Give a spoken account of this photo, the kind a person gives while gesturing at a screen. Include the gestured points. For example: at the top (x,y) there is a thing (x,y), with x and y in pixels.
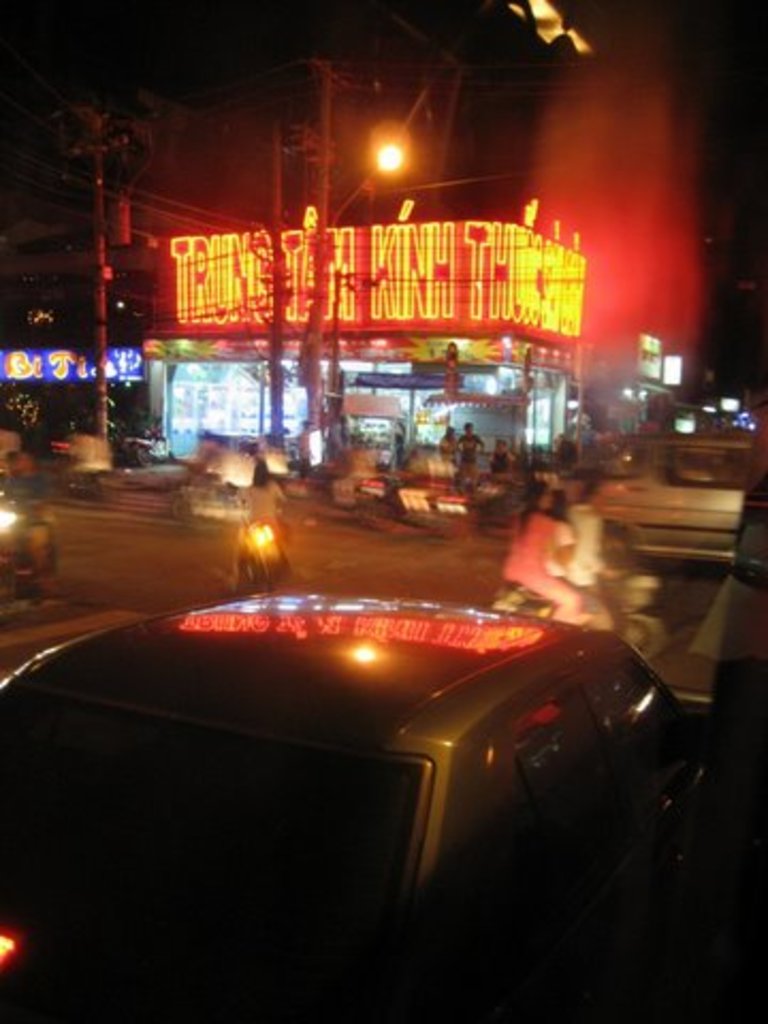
In this picture I can see few vehicles (303,679) moving on the road (218,579) and I can see couple of motorcycles (556,618) and few stores (490,413) with lighting text (264,275) and I can see few people (453,451) are standing and couple of poles (327,85) and hoardings (670,357) and the picture is taken in the dark.
